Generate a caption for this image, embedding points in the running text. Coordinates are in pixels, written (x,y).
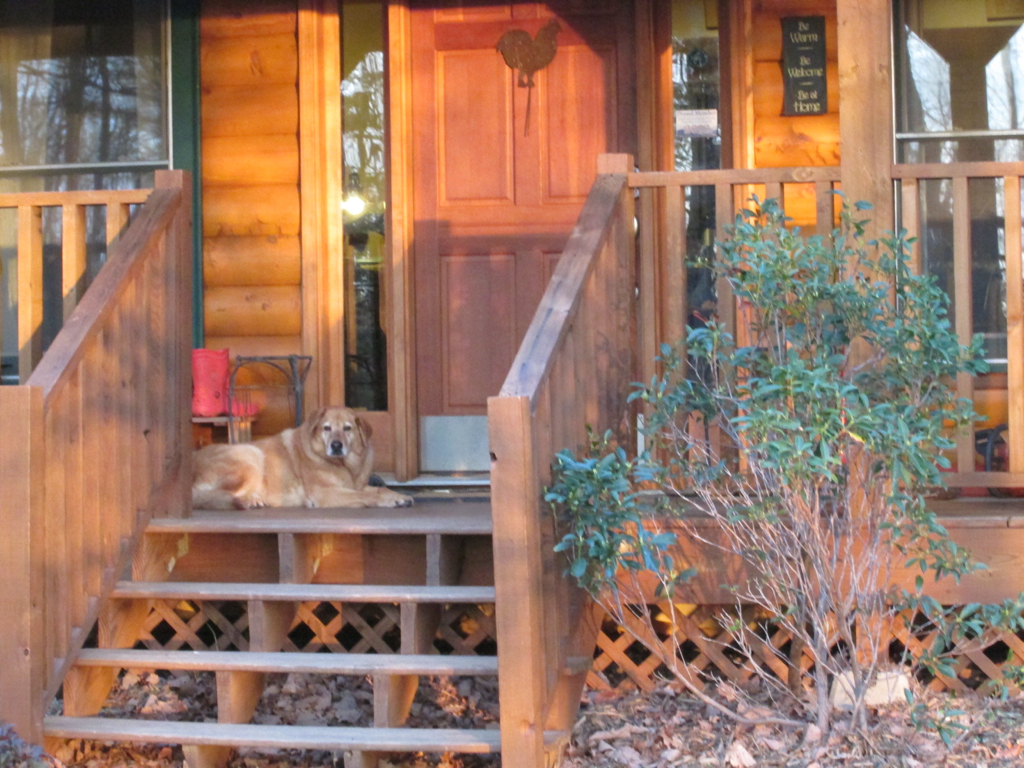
In this image there is a house (473,226) truncated towards the top of the image (491,217), there is the door (527,178) truncated towards the top of the image (484,145), there is a wooden wall (259,92) truncated towards the top of the image (279,115), there is a glass wall (84,105) truncated towards the left of the image (52,107), there is a glass wall (951,88) truncated towards the right of the image (992,98), there is a board (796,64), there is text (792,66) on the board (803,82), there is a dog (302,472), there are staircase (368,556), there are objects (276,426) on the ground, there is a plant (782,440), there is a wooden object (958,205) truncated right of the image (969,175), there is a wooden object (873,67) truncated top of the image (848,48), there is a wooden object (47,390) truncated top of the image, there is a wooden object (517,736) truncated bottom of the image (512,752).
